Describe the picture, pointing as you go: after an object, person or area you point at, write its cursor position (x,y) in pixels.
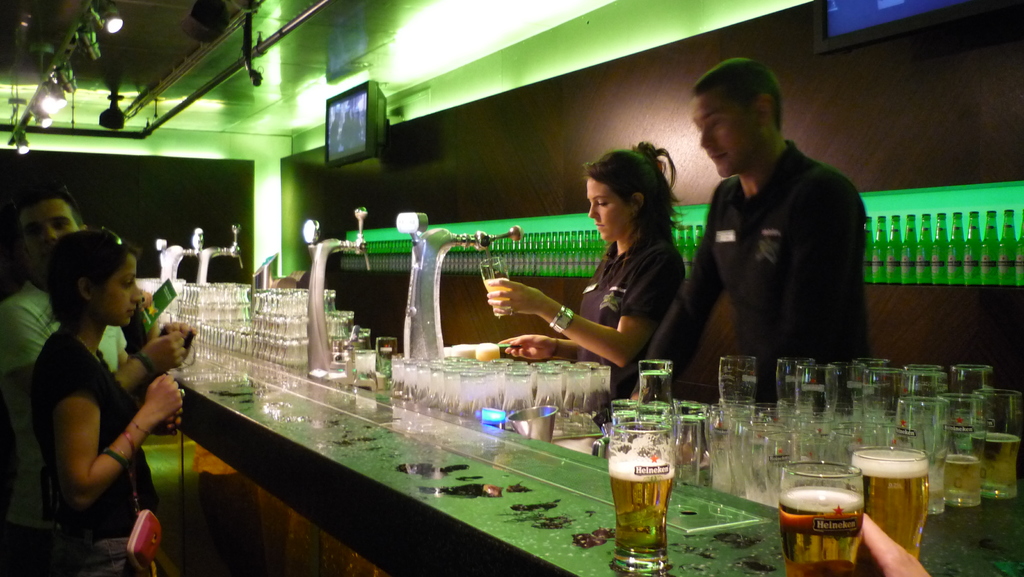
This picture contains glasses (776,413) which are placed on the table (275,371). Woman (610,281) in black t-shirt (600,293) holding glass (492,265) is filling cold drink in a glass (505,279). Behind her, we see many glass bottles (564,251) on the shelf (919,232) and in front of her, we see woman (52,367) and man (23,336) standing. Woman (145,475) is carrying a bag (151,536). On top of the picture (365,94), we see television (346,89) and on the left top (46,31), we see the roof (105,60) of the room (94,71).
